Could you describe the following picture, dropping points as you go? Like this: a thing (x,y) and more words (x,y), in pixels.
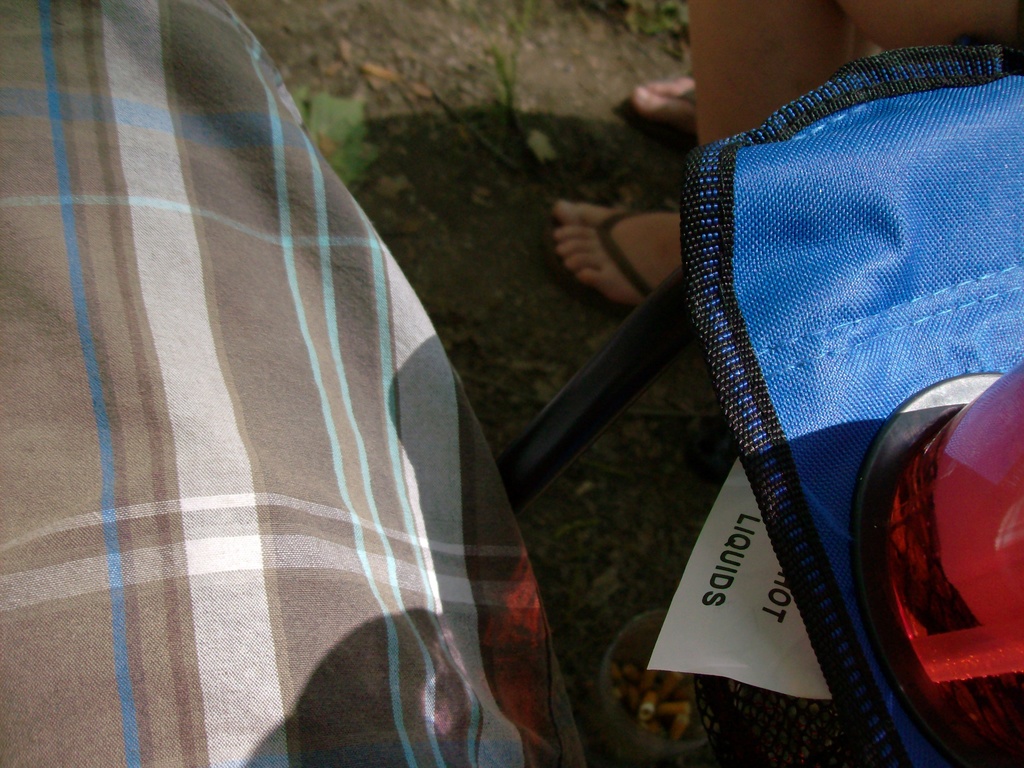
The picture consists of persons leg (827,46), chair (849,525), light (973,592), cup (630,695). At the top (431,63) there are soil (475,92), grass (509,87) and plant (659,1). It is sunny.
